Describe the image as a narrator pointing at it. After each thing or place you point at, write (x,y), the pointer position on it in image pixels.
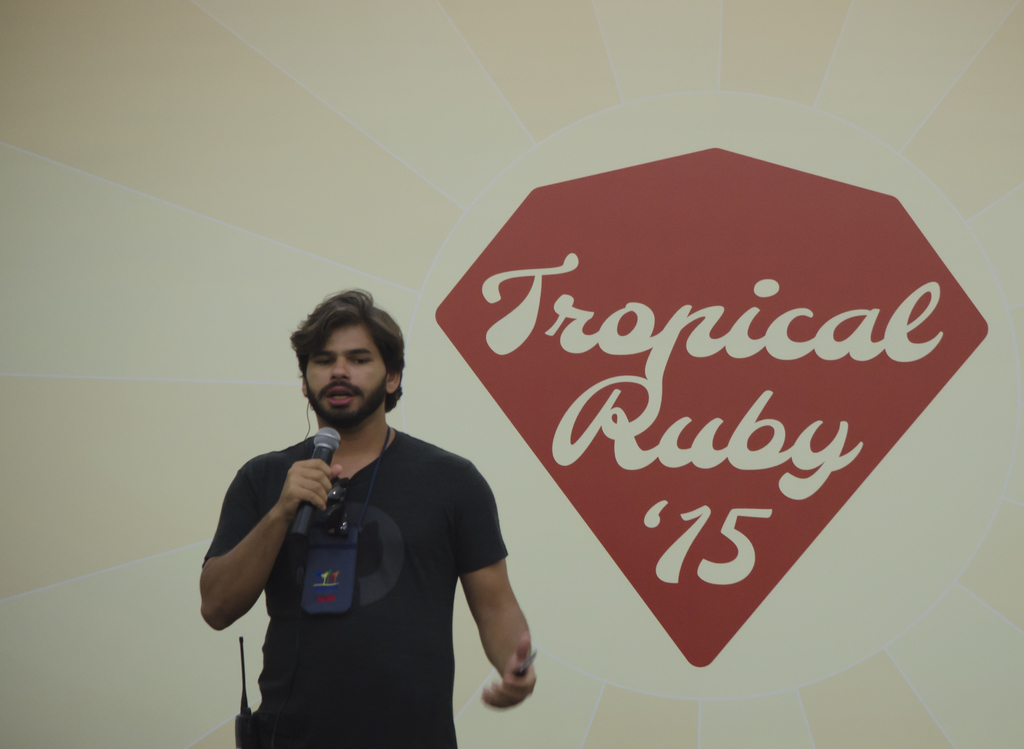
In this picture we can see a man (418,654) and he is holding a mic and in the background (469,645) we can see the wall (469,645) with some text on it.
